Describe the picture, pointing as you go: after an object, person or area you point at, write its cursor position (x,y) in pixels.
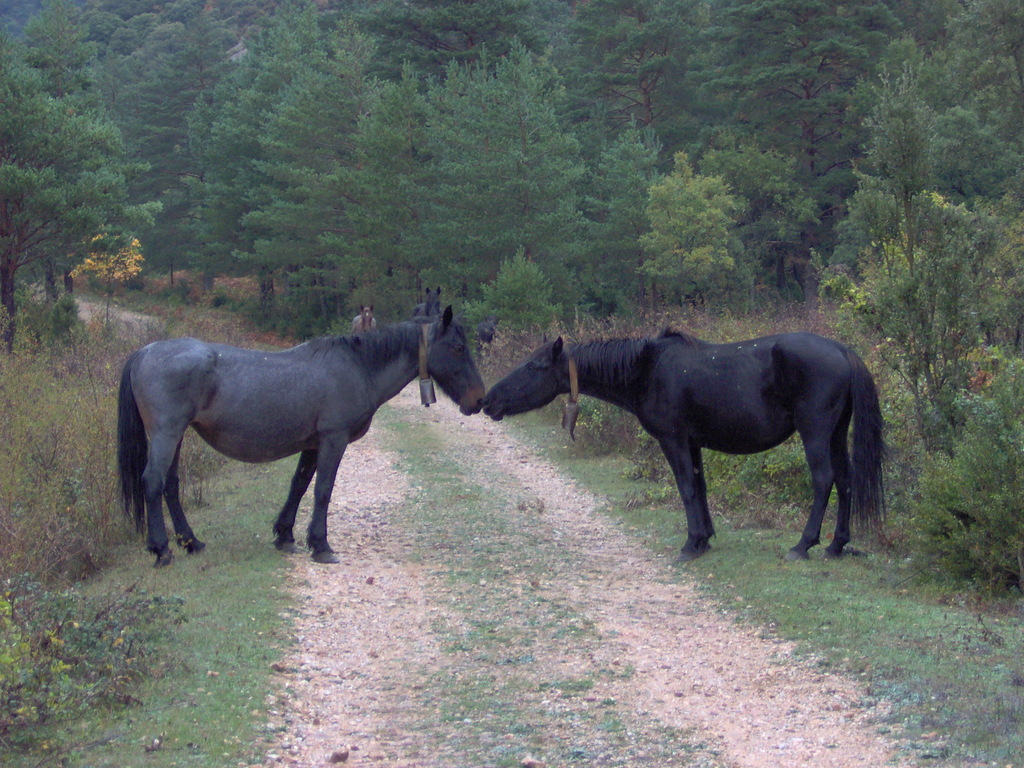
In this image we can see a road (421,618). On the ground (677,539) there is grass (886,590). Also there are horses (260,391). Also there are trees (389,163) and plants (940,447). In the back (437,298) there are horses (365,319).
